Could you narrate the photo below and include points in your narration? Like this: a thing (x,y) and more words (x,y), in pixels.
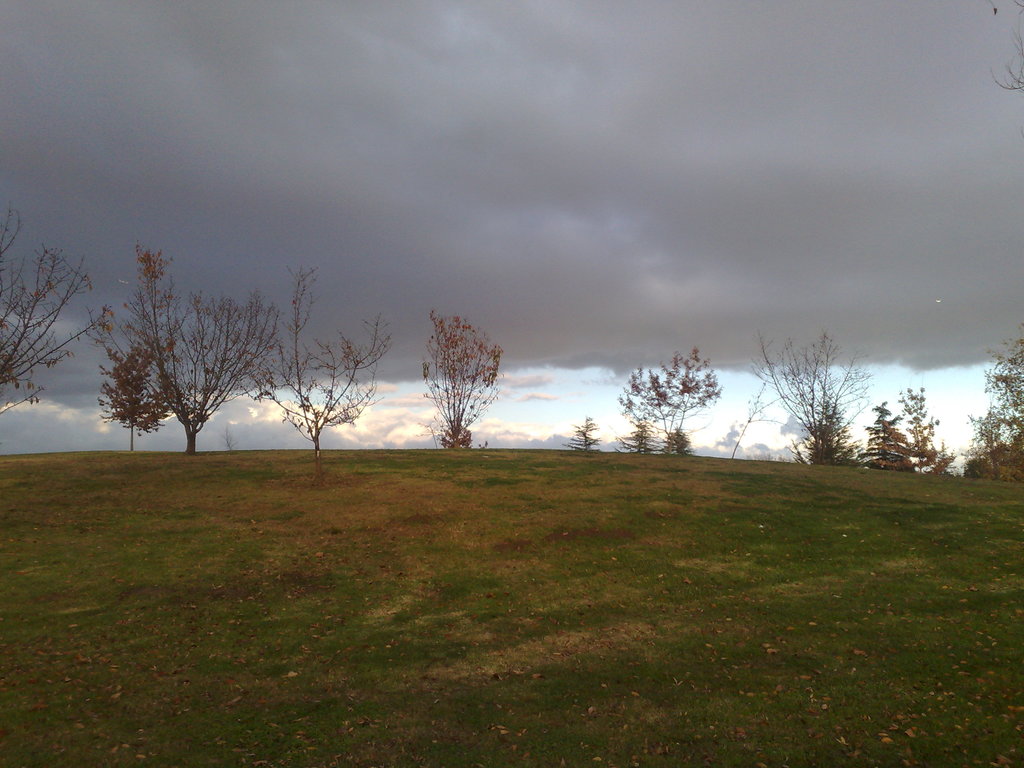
In this picture we can see grass (829,647), plants (674,435), and trees (252,386). In the background (230,223) there is sky (600,266) with clouds (767,355).
